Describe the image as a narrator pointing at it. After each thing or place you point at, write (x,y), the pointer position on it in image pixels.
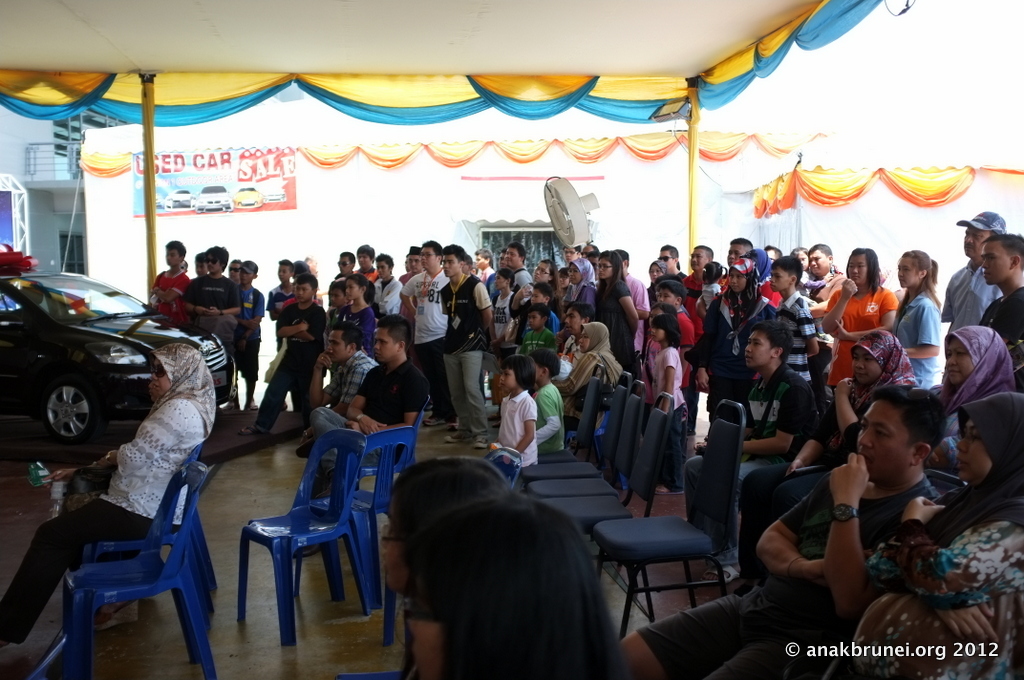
In this picture we can see some persons (682,392) are standing on the floor (234,614). These are the chairs (572,506). There is a vehicle (81,367). On the background (372,230) there is wall (424,174) and this is pole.
